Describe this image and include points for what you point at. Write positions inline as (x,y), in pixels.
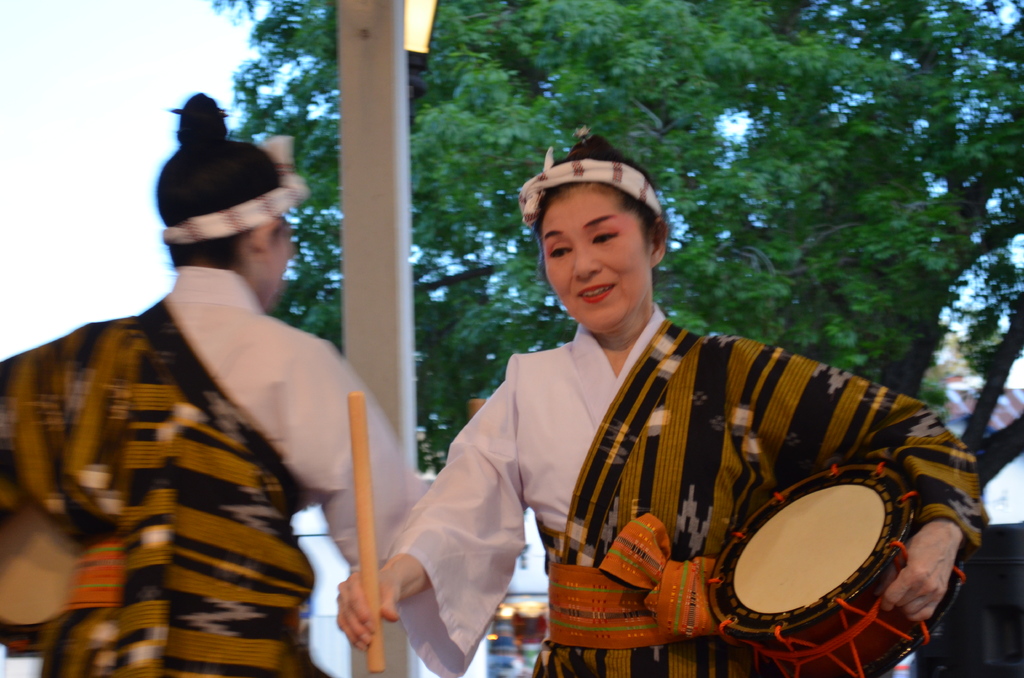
In this picture we can see two persons (622,405), the right side person (583,436) is holding a stick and a drum (831,551) in her hand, in the background (710,150) we can see a tree (773,150).
